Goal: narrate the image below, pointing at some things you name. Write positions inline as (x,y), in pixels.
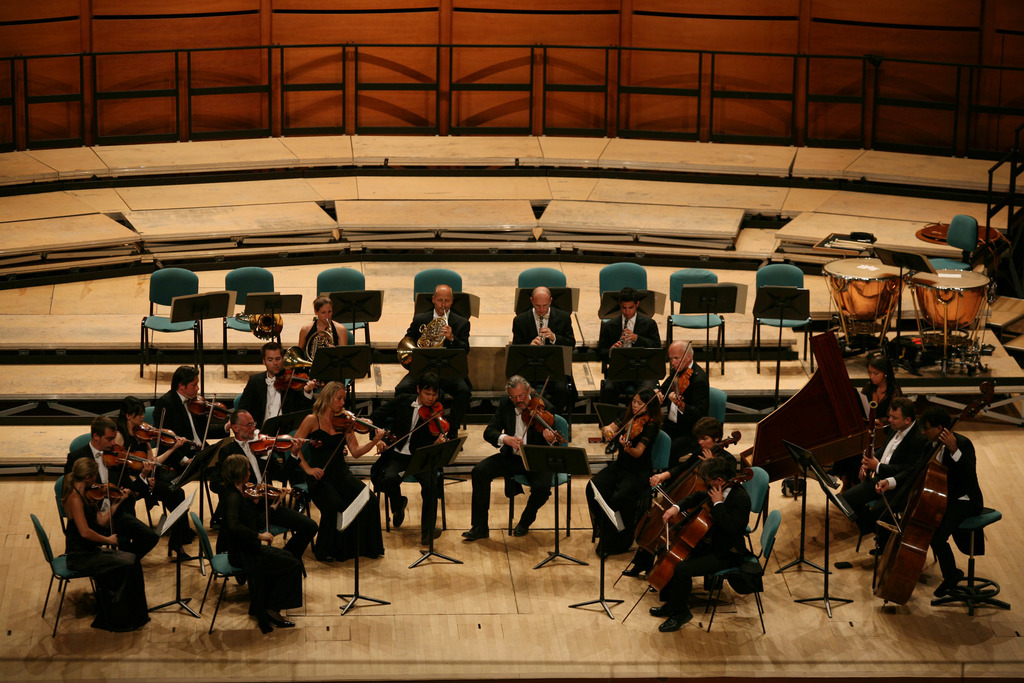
In this image I can see number of people (275,372) are sitting on chairs (37,523) and holding musical instruments (690,513). I can also see stands (804,304) and few more chairs (174,289) in the background (618,268). Here I can see two drums (885,286).
